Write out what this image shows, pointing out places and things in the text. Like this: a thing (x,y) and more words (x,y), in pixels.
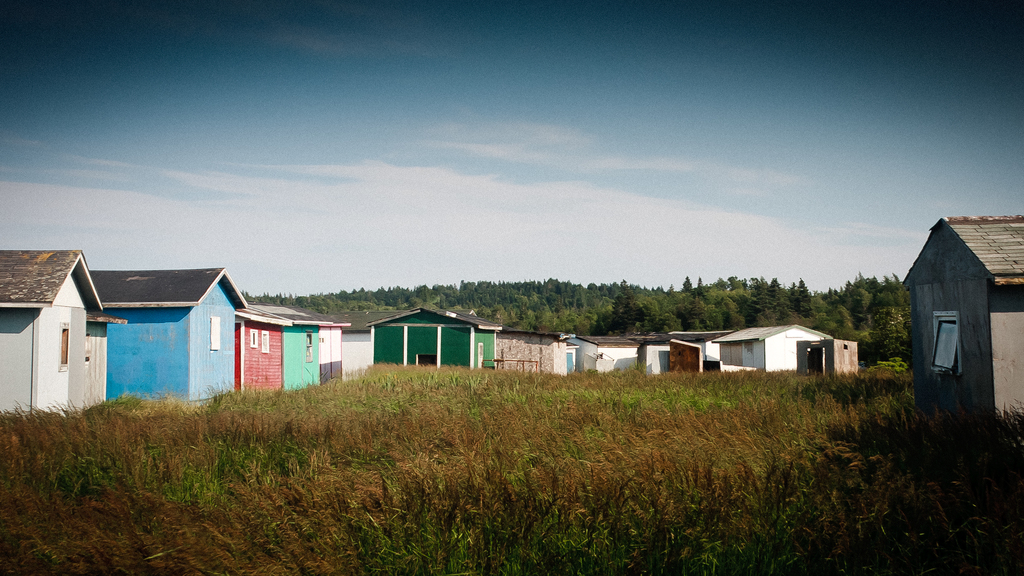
There are plants (570,389) and grass (765,387) on the ground (808,442). In the background (978,356), there are houses (74,347) which are having roof (1023,262). In the background (713,296), there are trees (783,296) and clouds (520,203) in the sky (455,42).
